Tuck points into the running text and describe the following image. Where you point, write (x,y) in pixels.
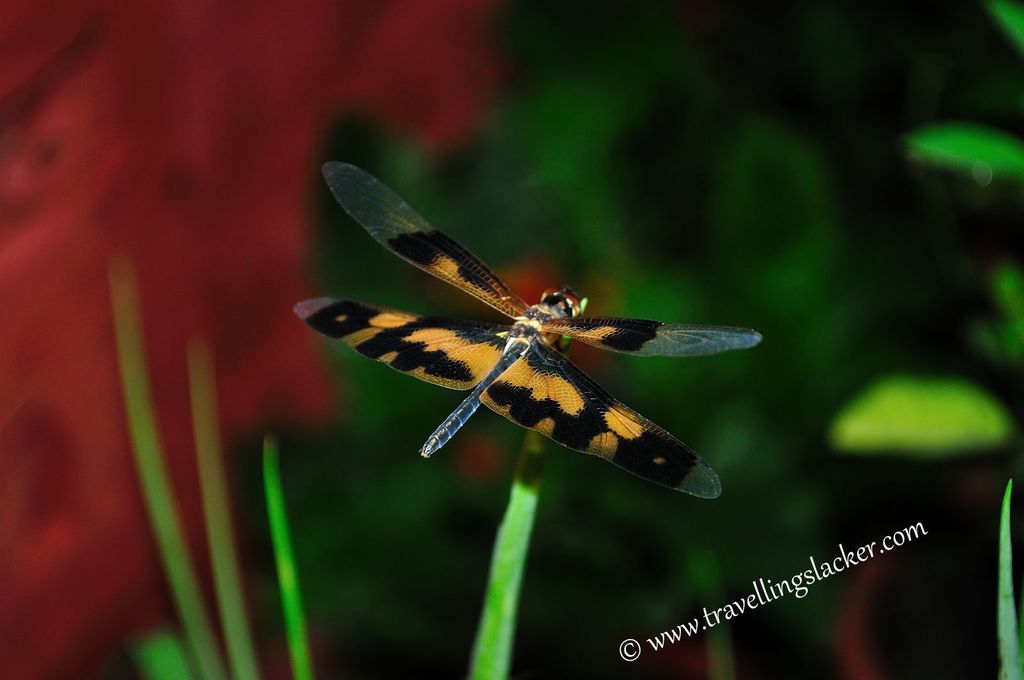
In the picture there is an image of a dragonfly (520,380) laying on a grass (511,584) and the background of the fly (390,333) is blur.
